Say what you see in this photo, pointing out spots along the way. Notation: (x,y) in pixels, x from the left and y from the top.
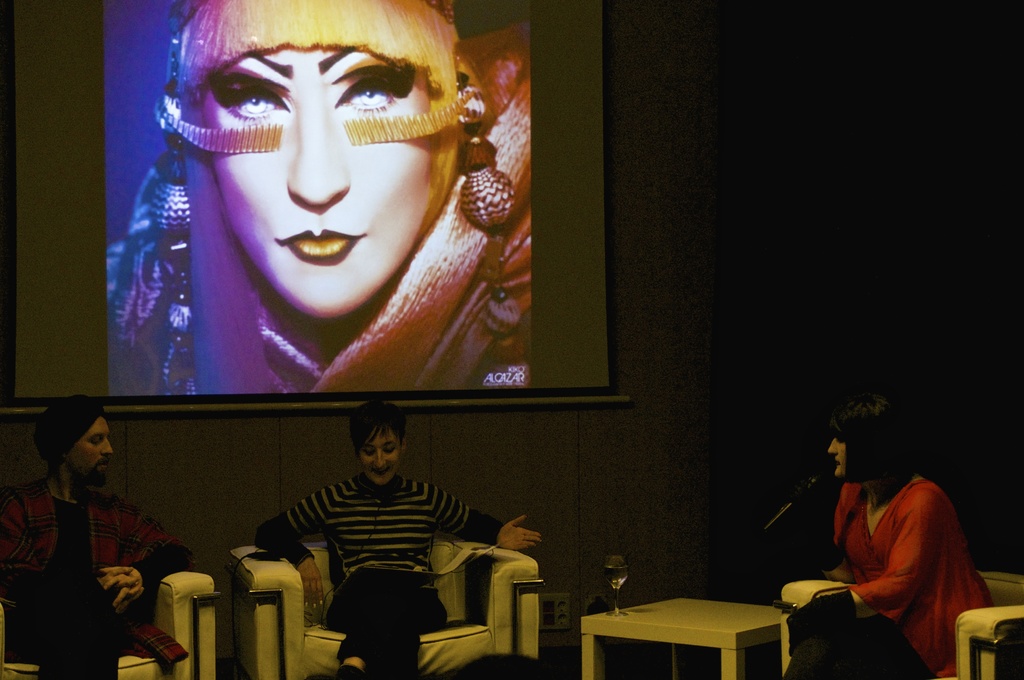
This picture shows three people (34,642) seated on the chair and we see a woman (886,593) speaking with the help of a microphone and we see a wine glass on the table (612,637) and a projector screen (600,364) on the wall (642,331).
